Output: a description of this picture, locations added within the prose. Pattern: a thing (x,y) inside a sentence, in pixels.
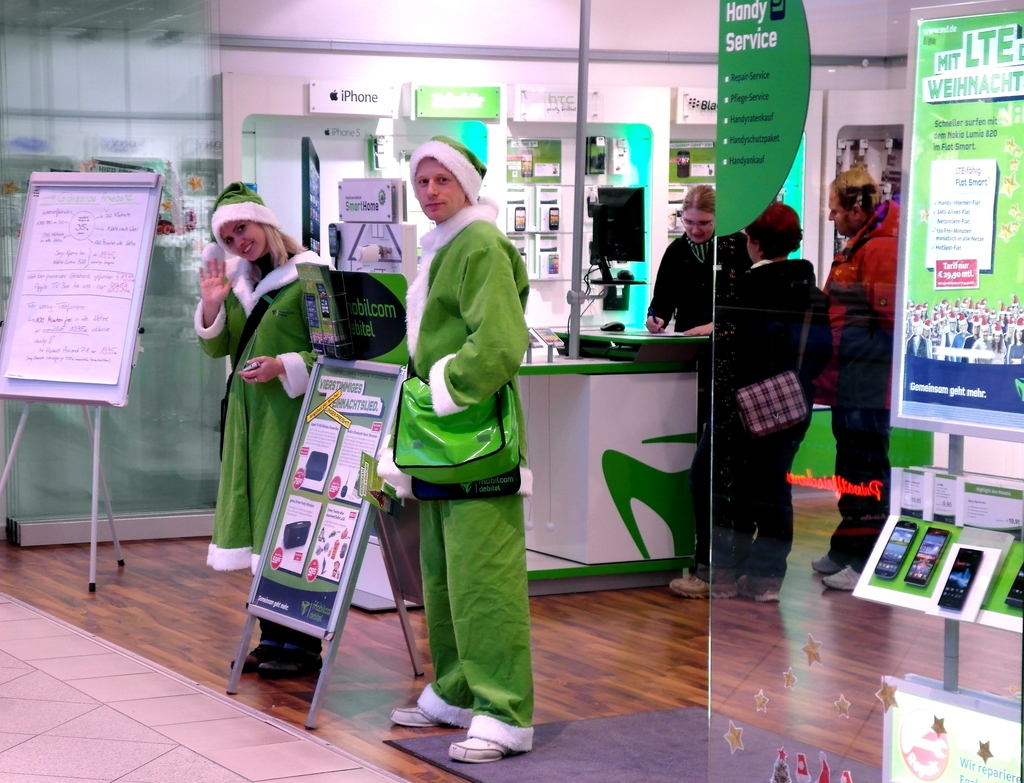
In the image there is a store (603,173). In the entrance (458,451) of the store (630,172) there are two persons (458,353) standing with costumes (439,355). In between them there is a board (283,531) with posters (329,471) on it. On the left corner of the image (124,267) there is a board (85,309) with something written on it. And on the right corner of the image (964,21) there is a glass (761,769) with few posters (947,411) attached on it. In the background (767,217) inside the store (601,293) there are three people (747,233) standing. In front of them there is a table (617,471) with monitor (606,239) and some other things (581,320). Behind them there is a wall (694,41) with few name boards (355,107) and also there are few boxes (615,162) hanging.
